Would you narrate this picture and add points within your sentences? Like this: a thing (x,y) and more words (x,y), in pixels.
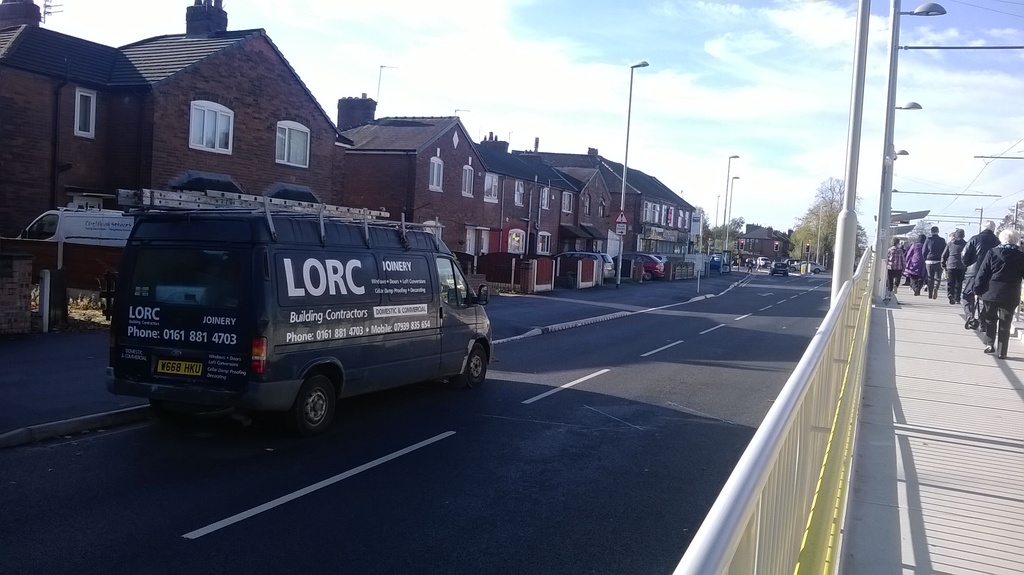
This image is clicked on the road (415,452). There are vehicles (450,319) moving on the road (408,466). To the left (94,152) there are houses (391,162) beside the road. In front of the houses (552,190) there are street light poles (731,157). At the top (659,41) there is the sky (705,40). To the right (928,242) there are people (935,253) walking on the walkway (927,444). In the background (825,244) there are trees (827,240).
